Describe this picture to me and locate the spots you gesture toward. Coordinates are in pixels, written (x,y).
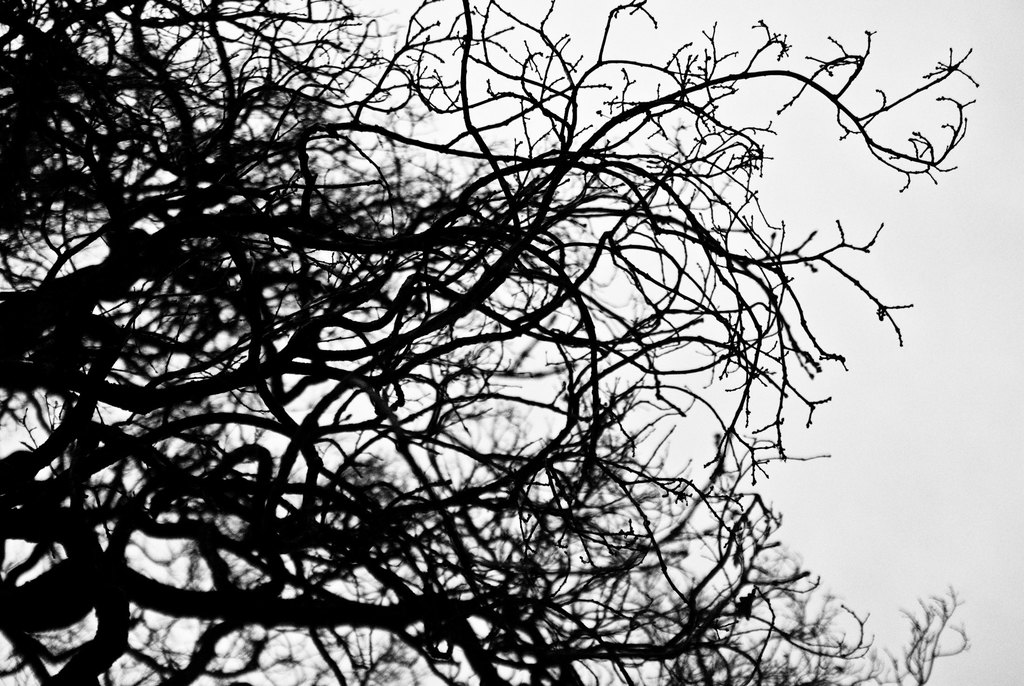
It is a black and white image there are dry branches (374,181) of a tree (230,483).
